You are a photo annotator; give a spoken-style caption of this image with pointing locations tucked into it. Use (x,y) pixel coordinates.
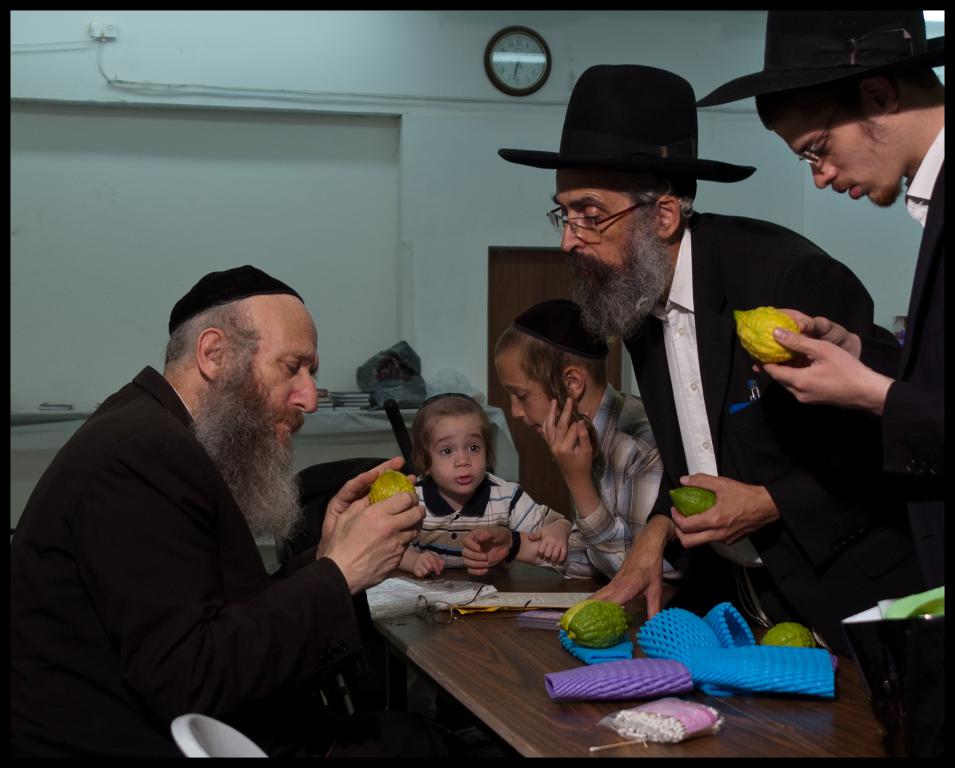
In this image I can see some people (584,81) and they are holding some fruits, and some fruits (586,605) on the table (496,623) and in the background (407,222) we can see some books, wall (423,236) and a watch (490,49).
